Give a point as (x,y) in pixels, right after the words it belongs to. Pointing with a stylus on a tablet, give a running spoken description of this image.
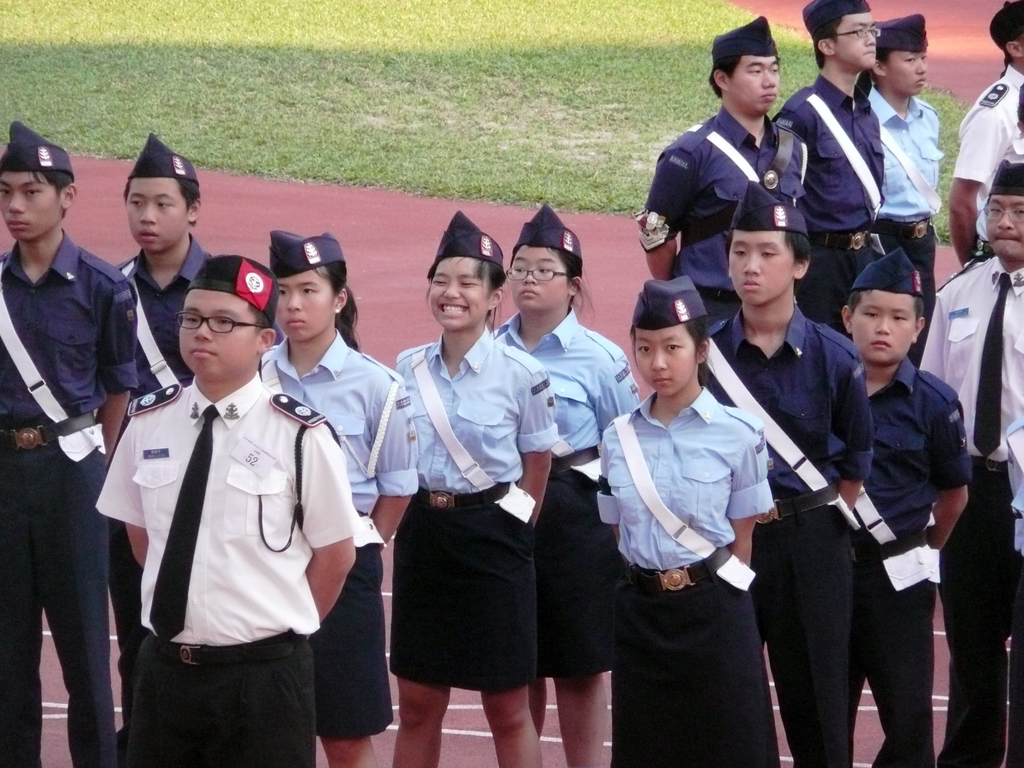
In this image I can see the group of people (466,359) with white, blue, navy blue and black color dresses (497,420). These people (669,276) are wearing the caps (559,225). I can see few people (542,325) with the specs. In the back (334,79) I can see the grass (348,101).
